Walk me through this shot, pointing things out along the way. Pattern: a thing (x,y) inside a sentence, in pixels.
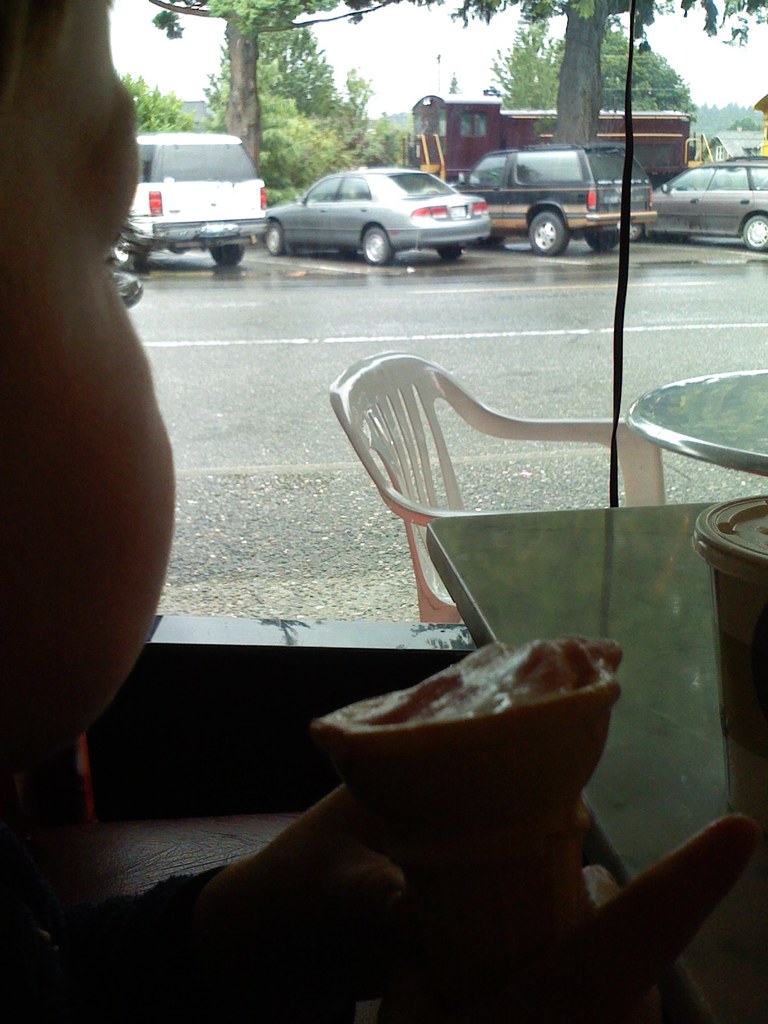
This kid (145,891) is holding a ice-cream (457,846). From this glass window (310,558) we can able to see table (720,409), chairs (563,430), vehicles (728,191) on road (506,281) and trees (322,76).
